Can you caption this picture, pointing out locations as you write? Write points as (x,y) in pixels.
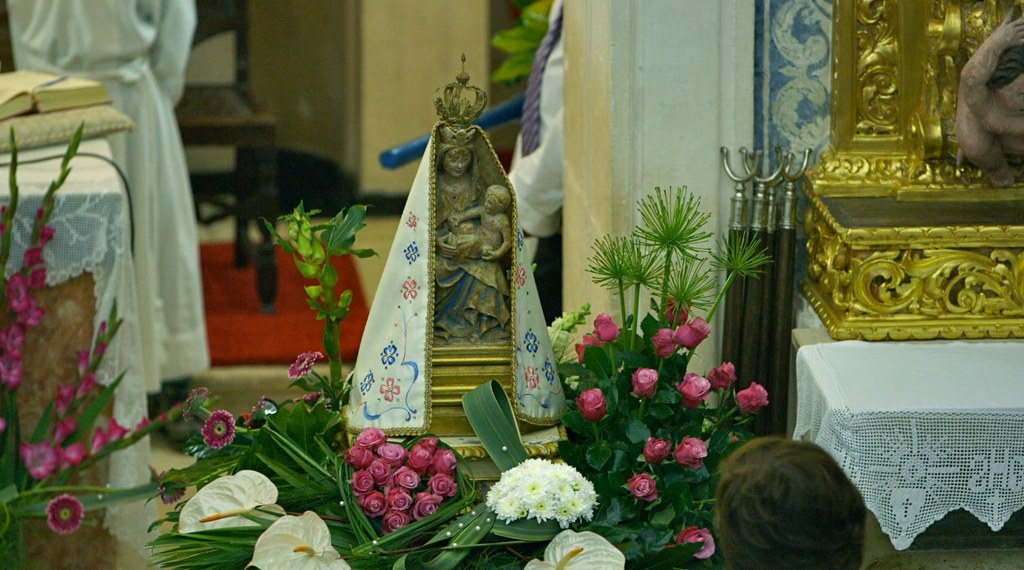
In this image, there is a sculpture (471,222) covered with a cloth (412,308). There are some flowers (510,476) at the bottom of the image (699,453). There is box (961,289) on the right side of the image (955,290). There is a table (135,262) on the left side of the image (120,251) contains a book (42,82).
